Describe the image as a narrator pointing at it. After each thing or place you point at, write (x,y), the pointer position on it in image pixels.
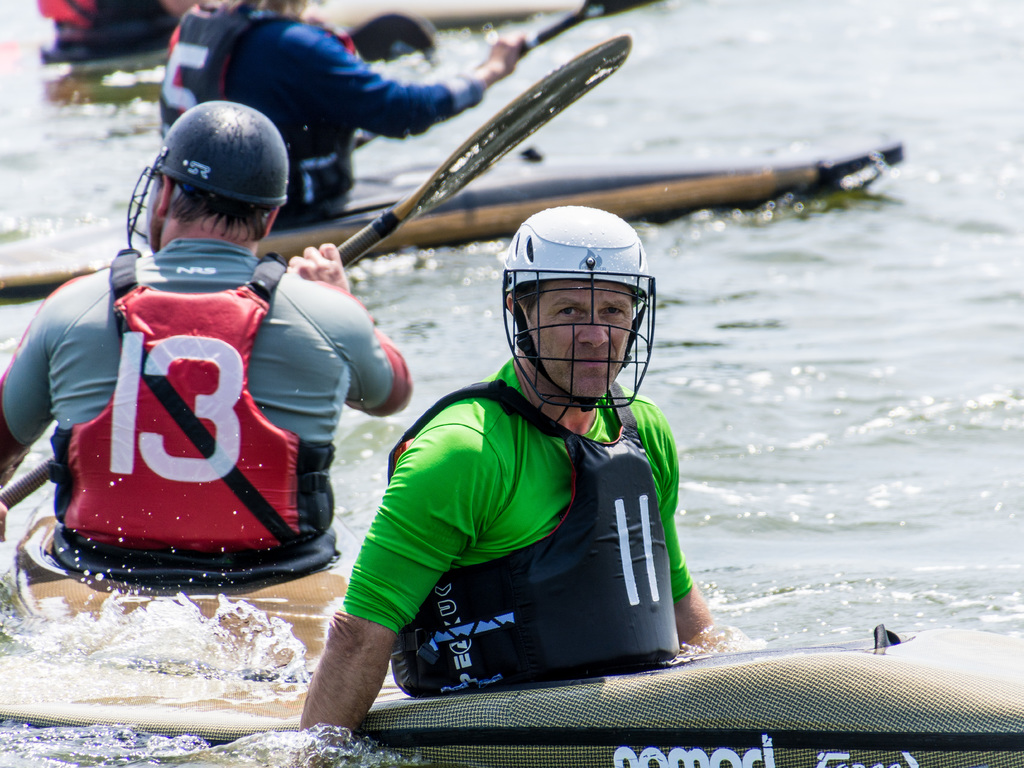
In this image few people (617,535) are on boat (288,231). There are rowing on the water surface (758,259). They are wearing safety jacket (539,540) and helmets (258,173).
